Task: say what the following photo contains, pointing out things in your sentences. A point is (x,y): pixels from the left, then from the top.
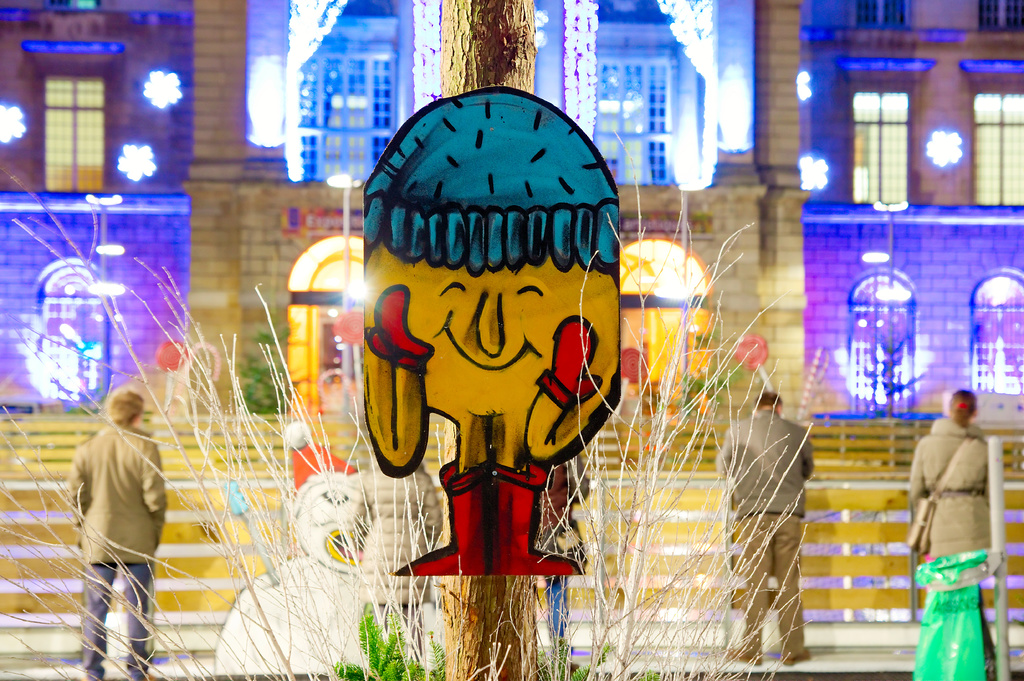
In the middle of the image (534,324) there is a image (474,412) with a board (434,181). And the board (463,403) is hanging to the wooden pole (487,638). And to the bottom of the image (639,680) there is a grass (413,669). Behind the pole (450,670) in the background (420,492) there are few people (95,509) standing and in front of them there is a fencing (46,453). And also there is a building (142,89) with lights (178,89), windows (70,125), walls (255,234) and pillars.
